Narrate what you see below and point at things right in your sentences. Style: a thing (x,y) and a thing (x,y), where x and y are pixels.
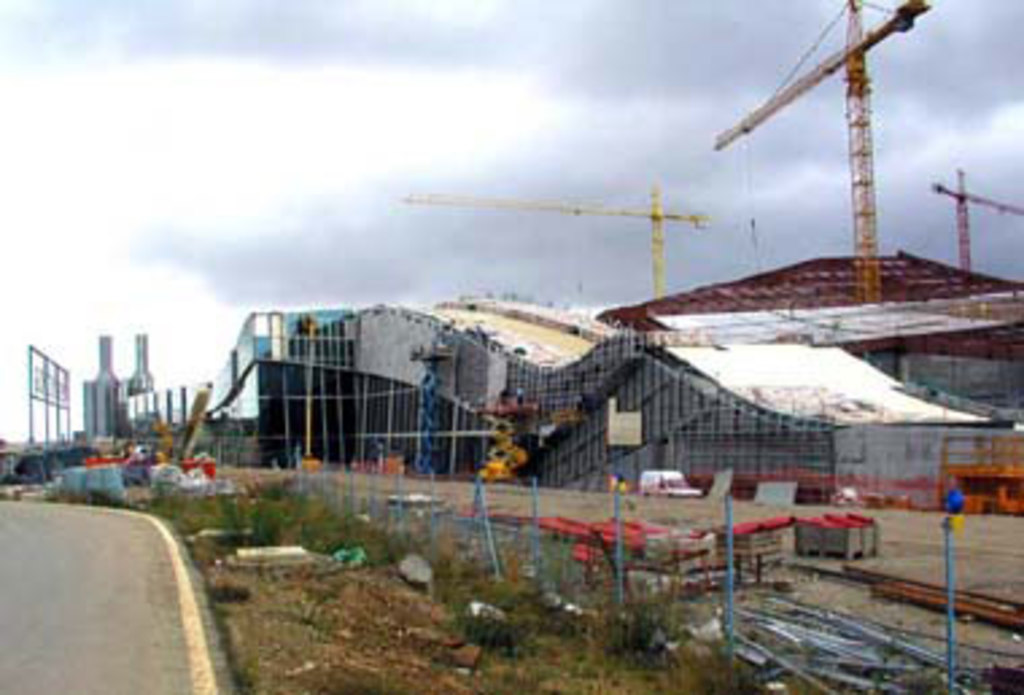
In this picture I can see the road (3,521), few plants (260,497) and the fencing (456,526) in front (299,505). In the middle of this picture (550,384) I can see the buildings (624,328) under construction. In the background (453,51) I can see the sky (499,165) which is a bit cloudy.
